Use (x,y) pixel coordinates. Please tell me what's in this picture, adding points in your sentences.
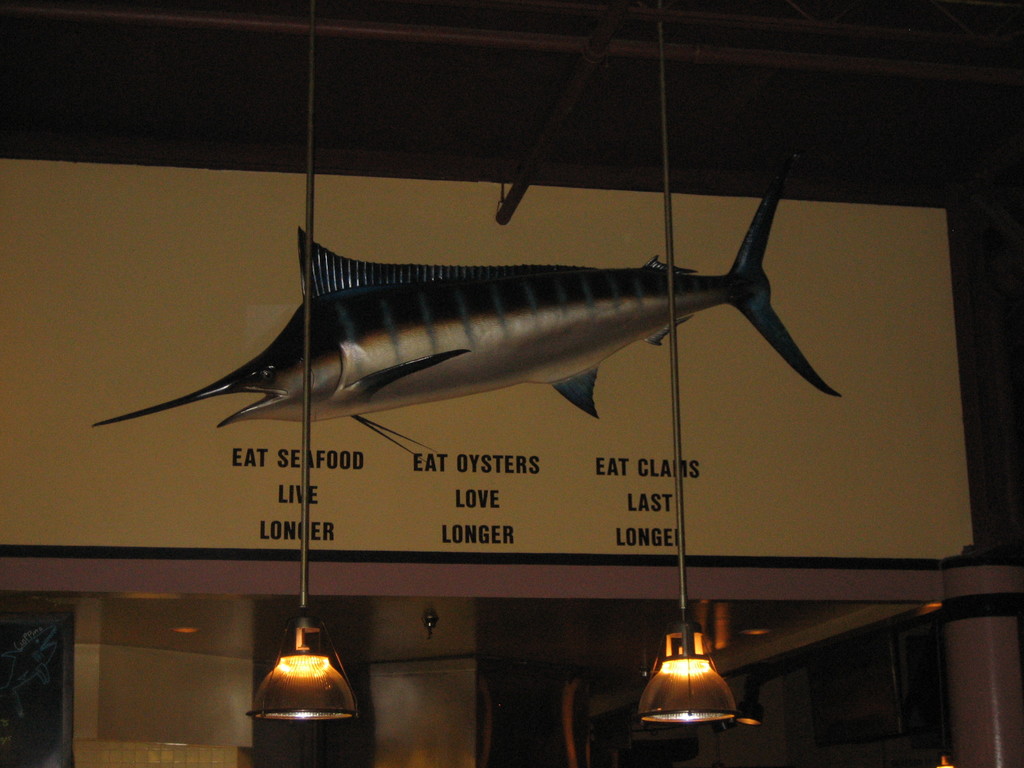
In this image in the center (474,495) there is a board (85,281), on the board (70,277) there is depiction of a fish (334,403) and there is text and the bottom there are some lights (298,648) and poles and also there is wall (117,701) and objects (863,661). And at the top of the image (594,106) there is ceiling (519,111).
